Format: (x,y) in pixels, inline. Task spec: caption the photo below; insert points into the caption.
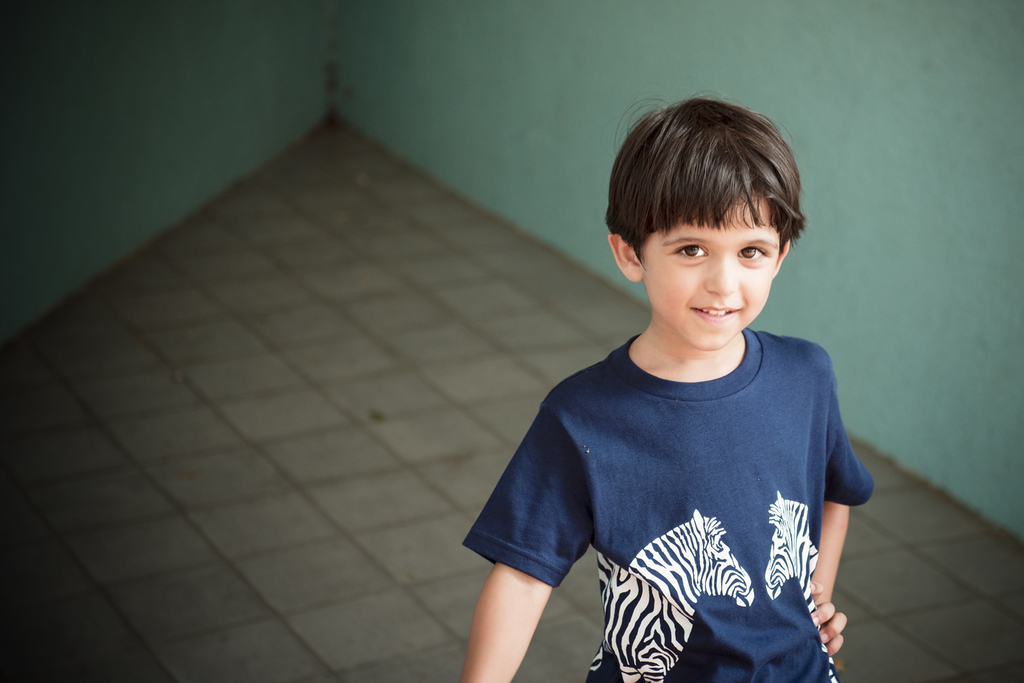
In this image we can see a boy (669,522) wearing t shirt (653,436) and smiling. In the background (262,397) we can see the surface (352,311) and also the wall (895,109).
